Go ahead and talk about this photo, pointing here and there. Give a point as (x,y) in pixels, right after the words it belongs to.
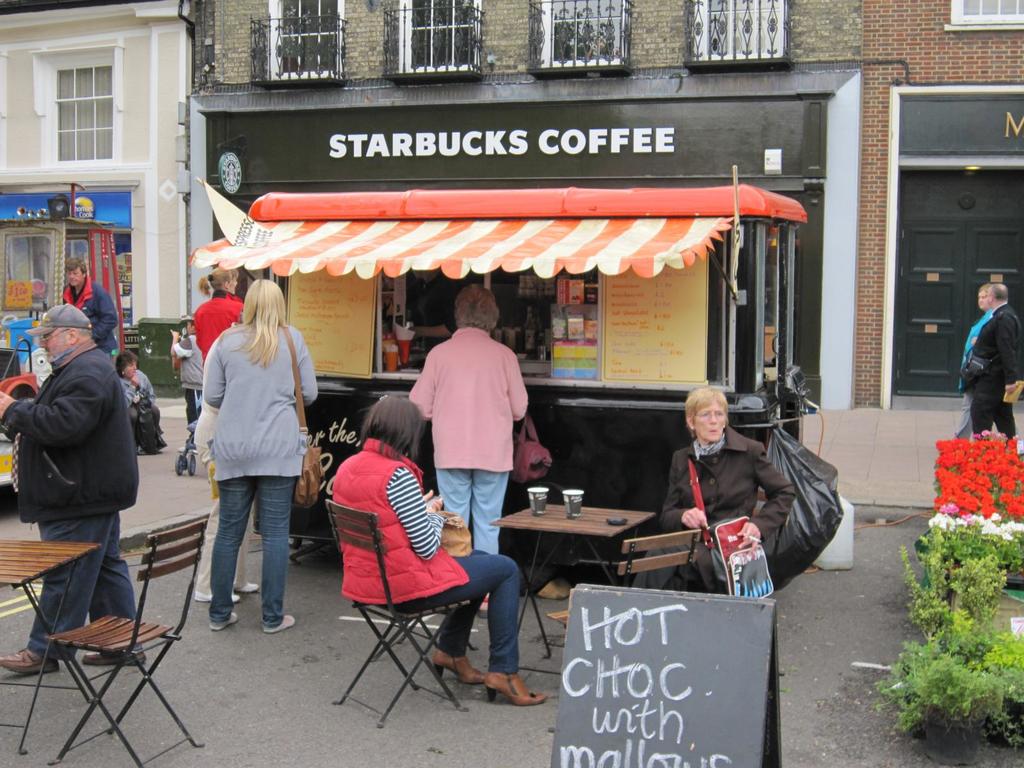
In this image there are 2 persons (493,665) sitting in chair (650,546), and in table (578,518) there are 2 glasses (540,490), at the back ground (482,491) there are group of people (988,350) standing in a street (498,763), a coffee shop (340,234), tent (400,250), there is building (12,19), plants (971,442), name board (661,685) or hoarding (560,707).
